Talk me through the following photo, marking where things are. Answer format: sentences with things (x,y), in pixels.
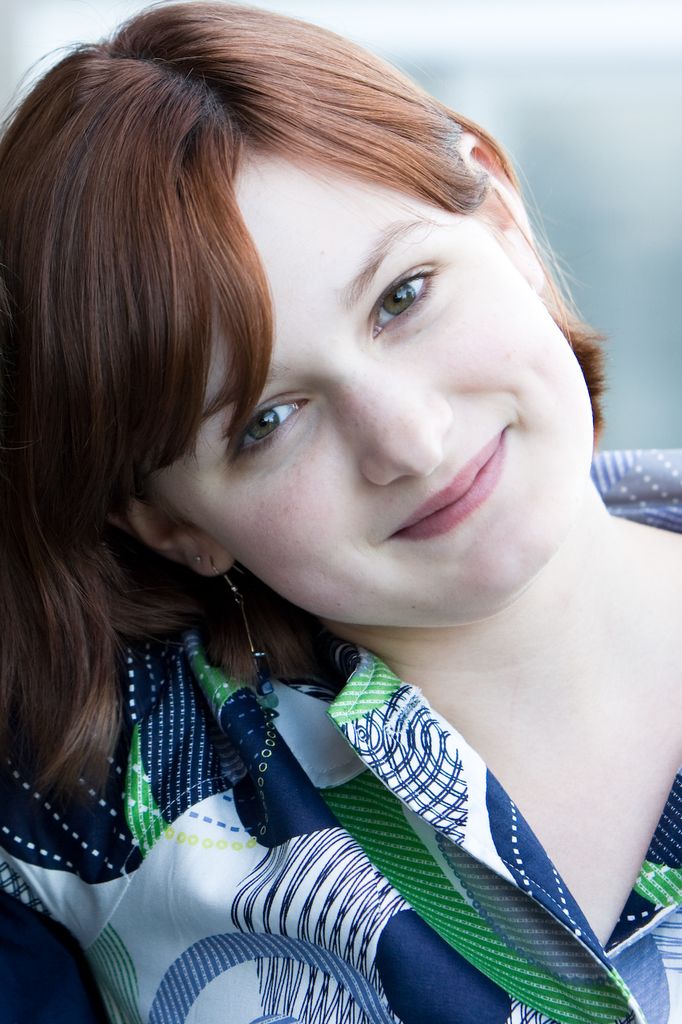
There is a lady (376,428) wearing earring (267,699) is smiling. In the background (526,147) it is blurred.
